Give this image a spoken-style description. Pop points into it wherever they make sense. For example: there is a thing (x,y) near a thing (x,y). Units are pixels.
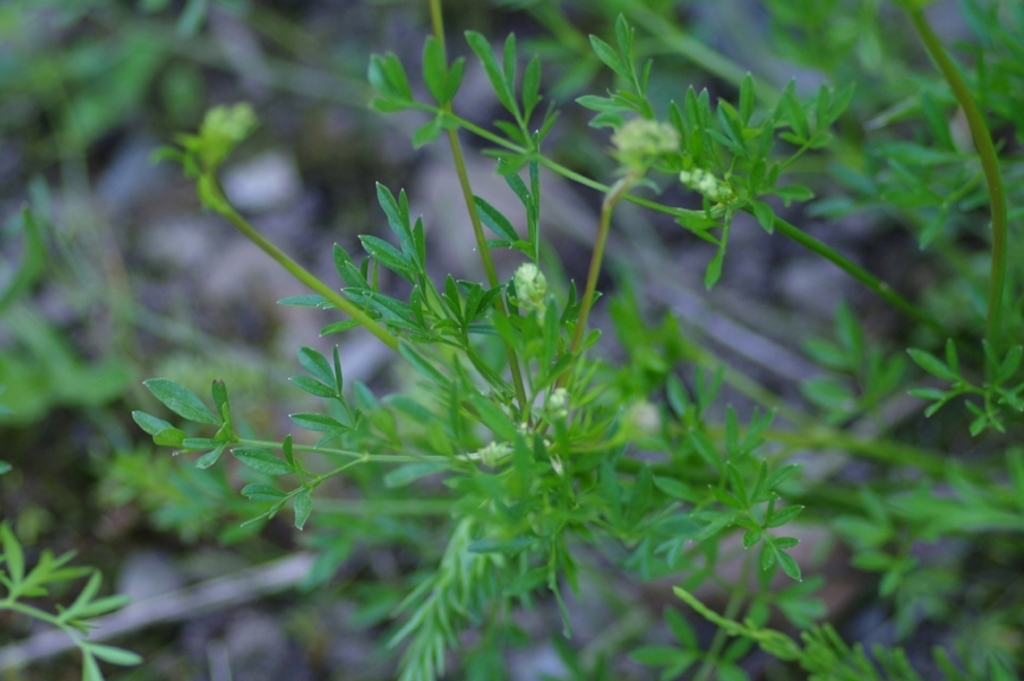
In the picture I can see plants (558,396). The background of the image (366,16) is blurred.
